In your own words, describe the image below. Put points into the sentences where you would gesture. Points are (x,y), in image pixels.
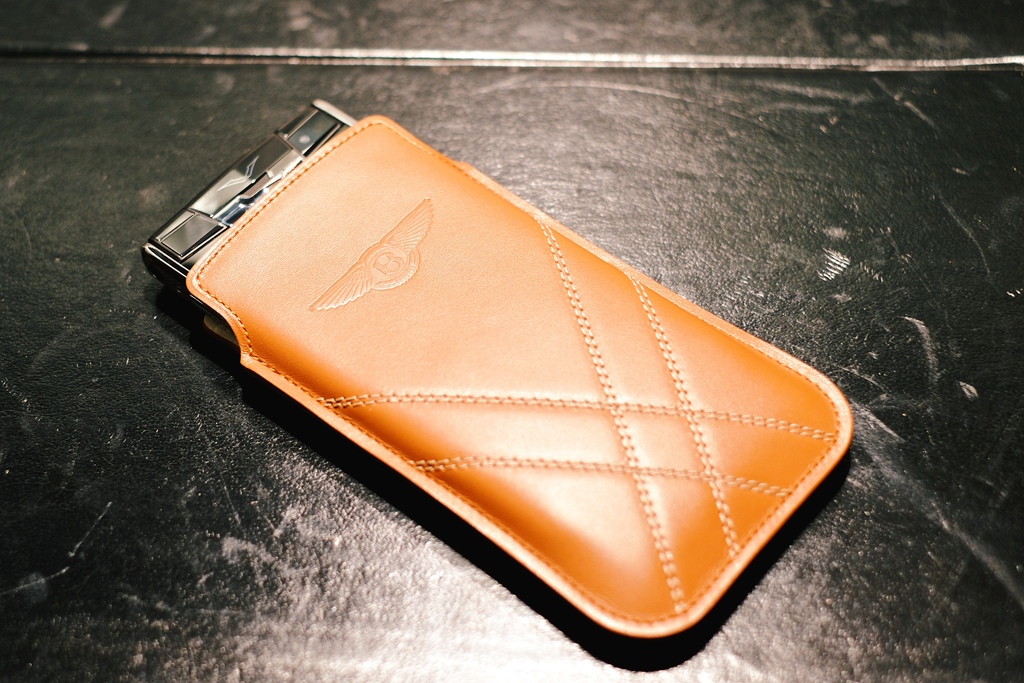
In the center of the image (365,251) there is a mobile phone (267,165) with pouch (536,385) on the table (113,251).
